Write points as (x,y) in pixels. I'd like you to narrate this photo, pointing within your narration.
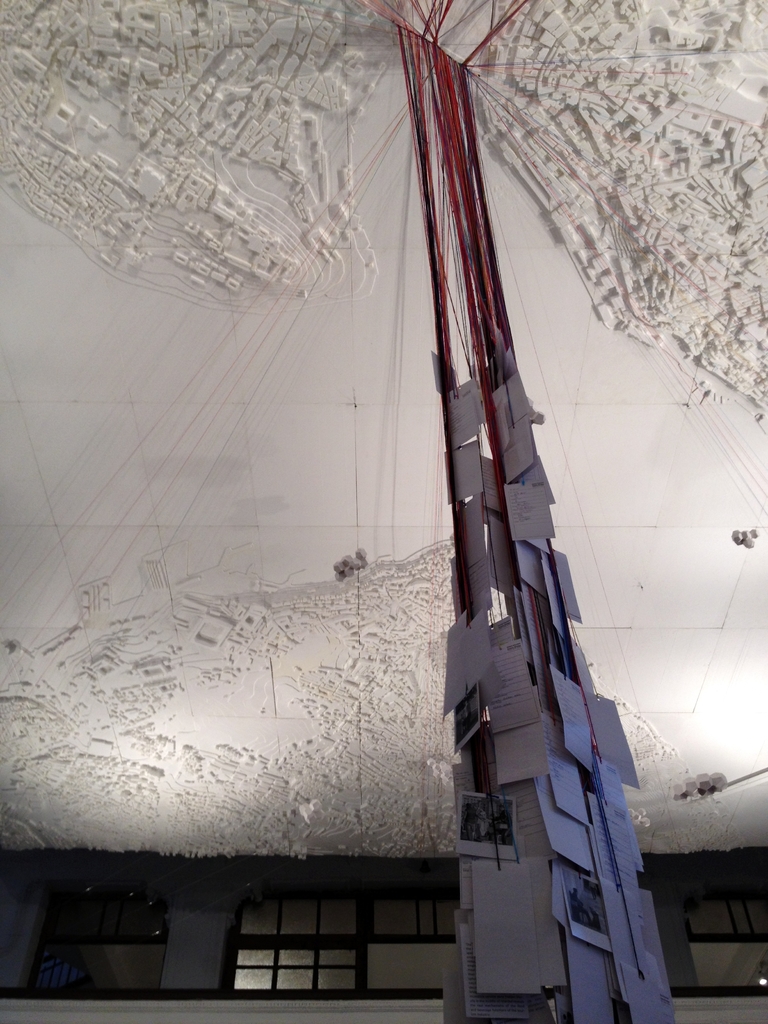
In this picture we can see photos (491,846), papers (523,853), threads (494,820), ceiling (308,511) and some objects (689,784) and in the background (436,914) we can see windows (748,968).
